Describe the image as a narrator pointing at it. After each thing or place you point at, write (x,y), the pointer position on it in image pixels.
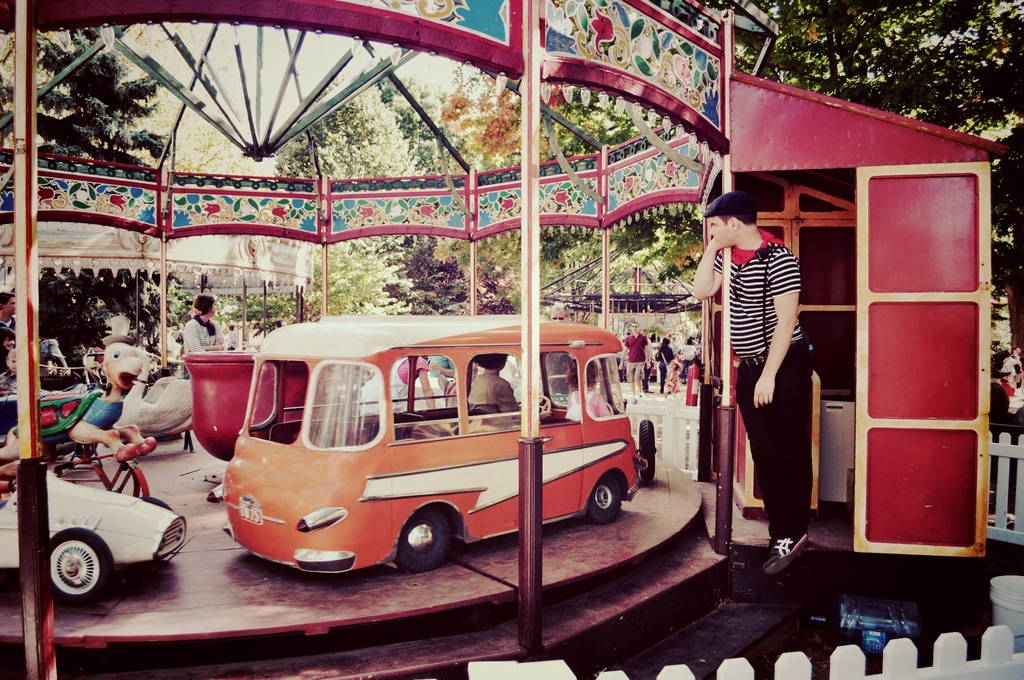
In this picture there are kids (573,389) in the artificial vehicles (416,460). On the right side of the image (771,267) there is a man (780,562) standing at the door (965,346). At the back (88,307) there are group of people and there are tents (12,234) and trees (1002,319). In the foreground (993,621) there is a wooden railing (1004,638) and there is a bucket (1000,585).
